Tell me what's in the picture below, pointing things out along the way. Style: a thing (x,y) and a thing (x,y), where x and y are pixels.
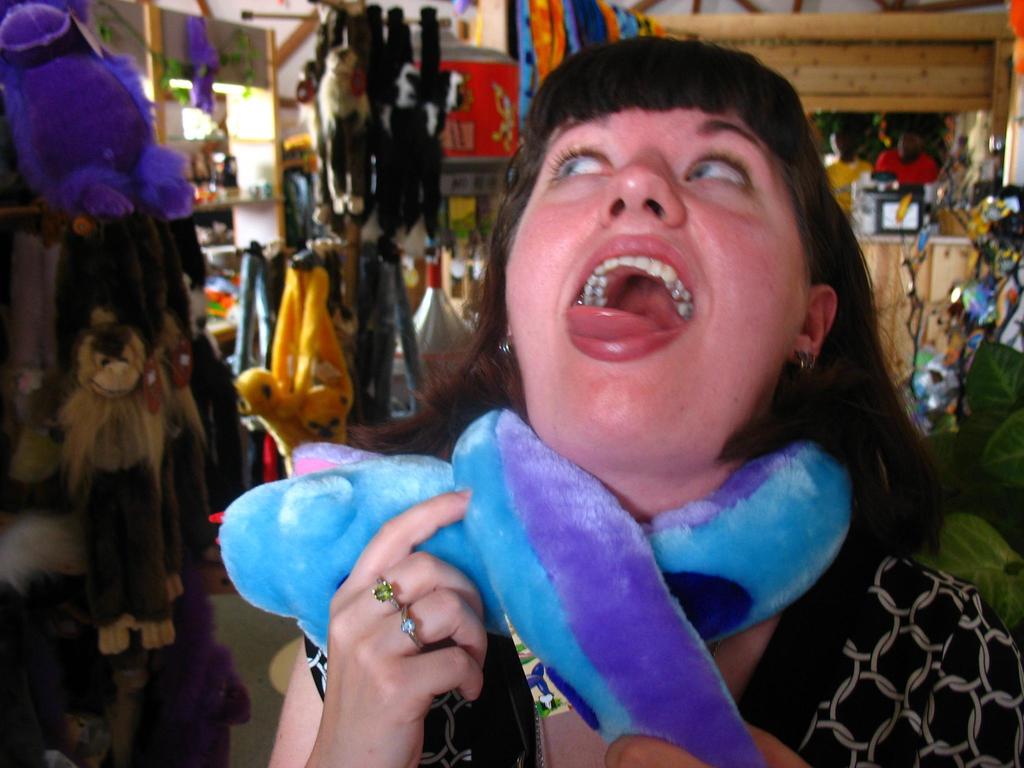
In this image we can see a lady (764,682) holding a soft toy (556,541). In the background (162,550) there are toys (144,184) and we can see people (925,174). On the right (964,513) there is a plant (981,522).
